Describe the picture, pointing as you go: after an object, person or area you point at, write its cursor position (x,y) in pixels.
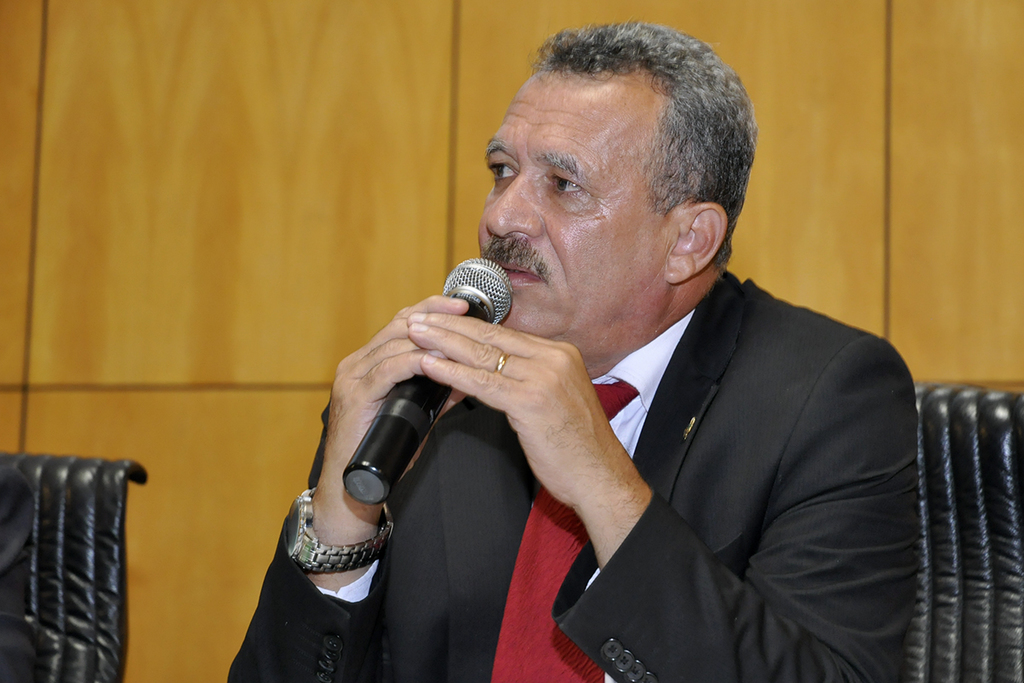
In this image there is a man (744,469) sitting on a chair (933,505). He is holding a microphone (477,308) in his hand (399,344). He is wearing a suit (746,493) and a watch (311,560). Beside him there is another chair (107,604). Behind him there is a wooden wall (484,47).
